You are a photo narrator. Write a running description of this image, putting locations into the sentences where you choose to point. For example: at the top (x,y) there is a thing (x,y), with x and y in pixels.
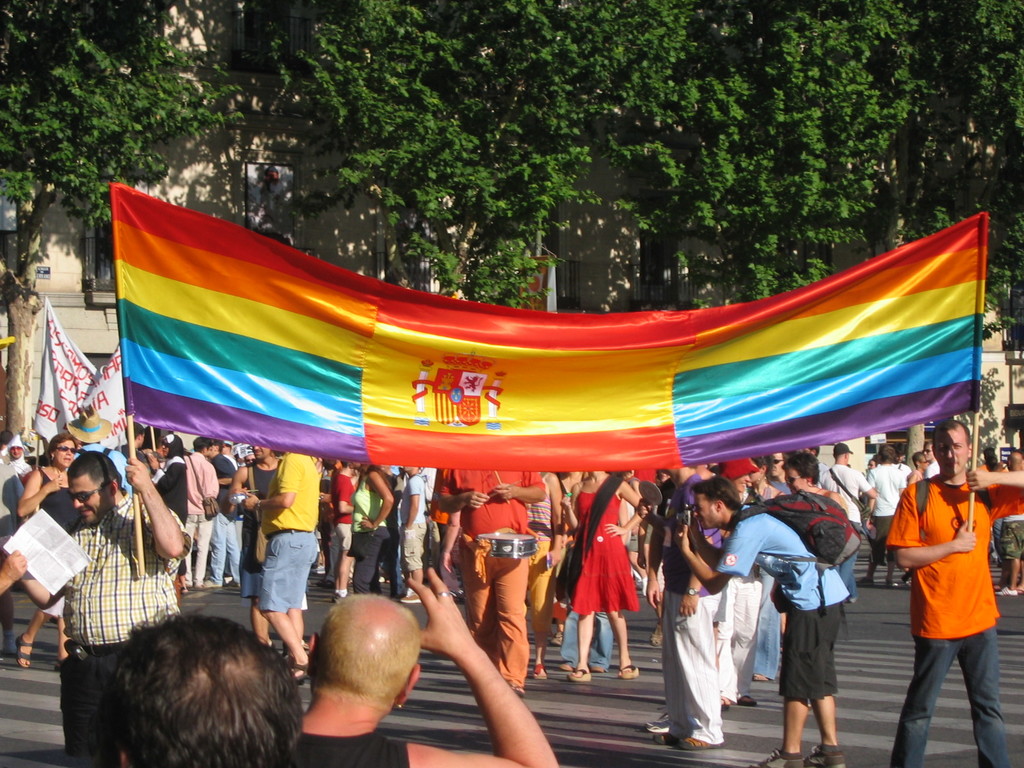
In this image we can see a group of people (980,528) protesting, a few of them are holding posters (924,316), some of them are taking photos and a few are carrying other objects (148,334), in the background (1005,295) there are trees (20,388) and buildings (54,286).
